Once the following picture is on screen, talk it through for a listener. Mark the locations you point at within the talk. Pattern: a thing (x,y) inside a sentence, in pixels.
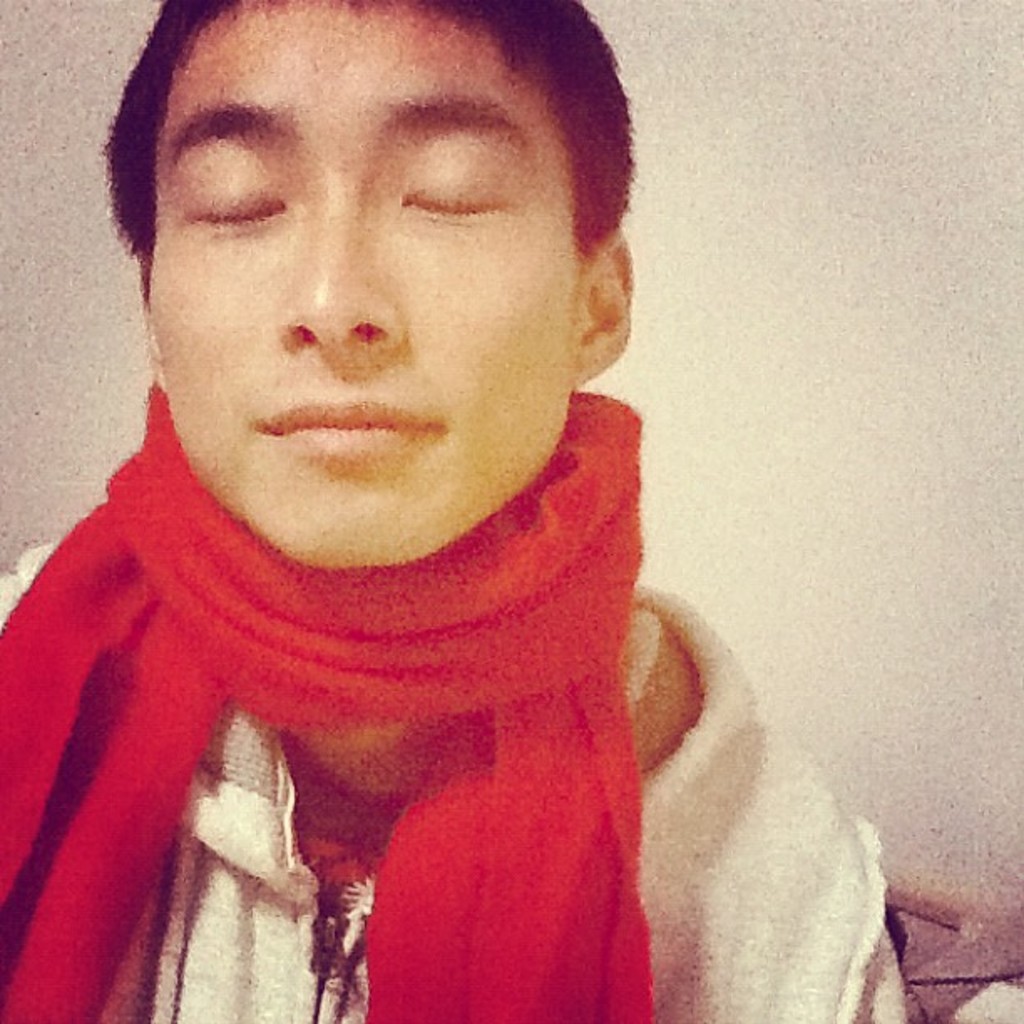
In this image we can see a person (604,86) wearing a red scarf (572,722).
